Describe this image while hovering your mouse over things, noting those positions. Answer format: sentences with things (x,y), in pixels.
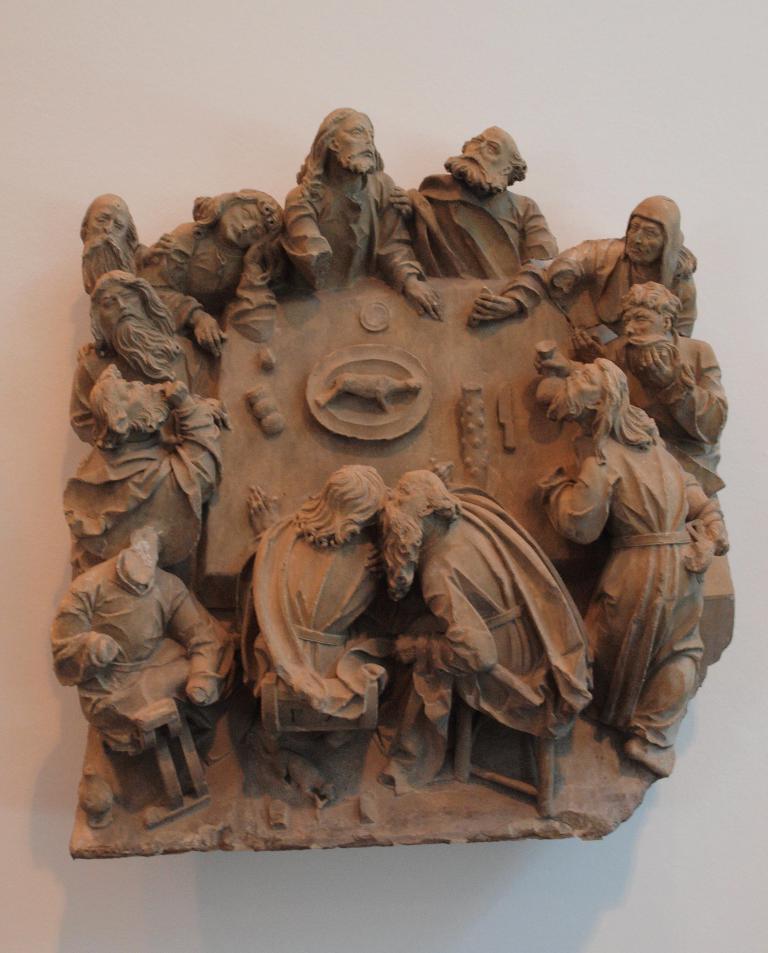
In the picture there is a statue (126,710) present on the wall (62,761).
